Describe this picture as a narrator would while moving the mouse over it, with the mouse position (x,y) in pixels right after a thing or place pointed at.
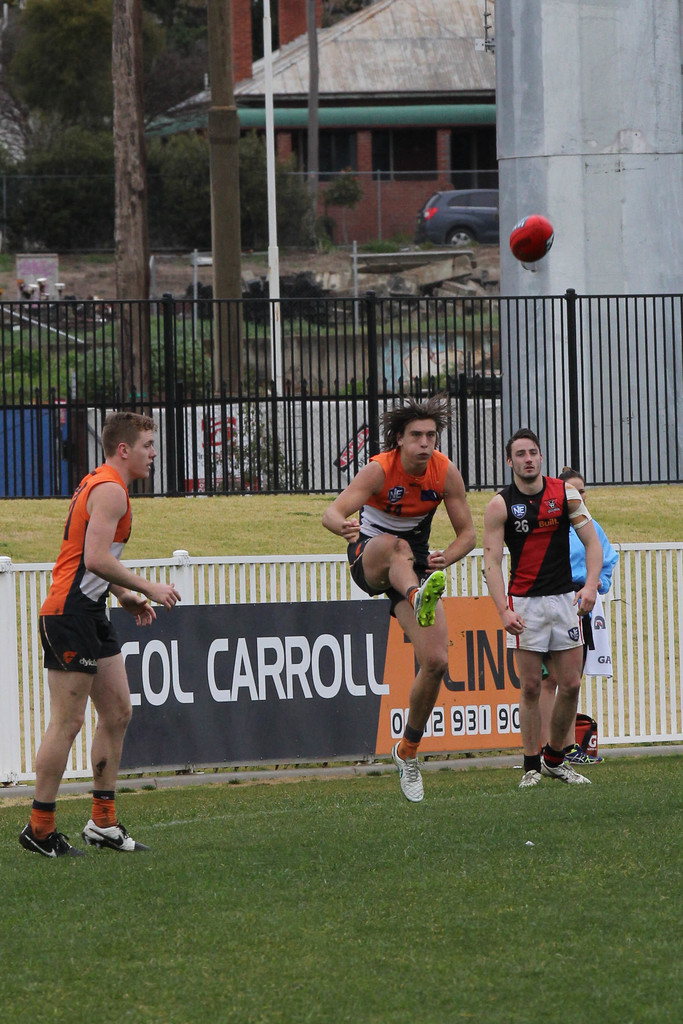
In this image we can see group of persons (94,528) standing on the ground (291,854). One person (575,569) wearing blue shirt (573,537) is standing on front of a metal fence (631,691). In the background (437,228), we can see a vehicle (468,202) parked on the path (478,246), group of plants (173,197), poles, metal railing (611,409) and a building (323,34).
